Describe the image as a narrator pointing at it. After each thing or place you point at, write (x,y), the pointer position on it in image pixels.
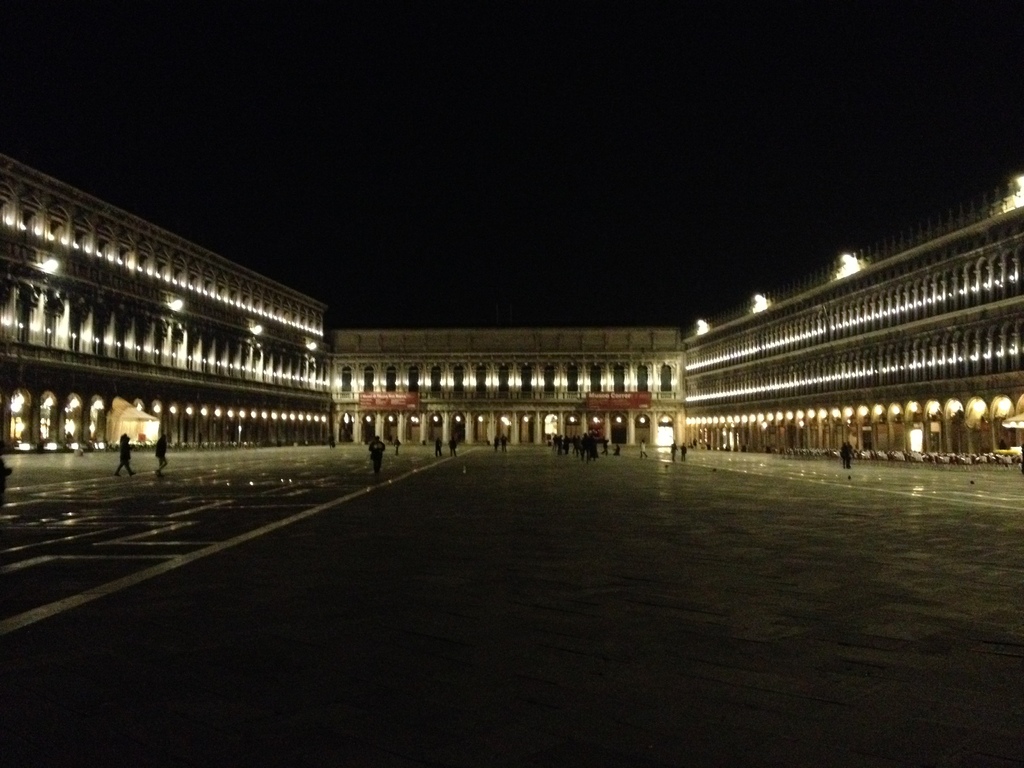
At the bottom of the picture (418,618), we see a pavement (334,540). In the middle of the picture (674,443), we see people (505,446) are walking. There are buildings (799,393) and lights (351,383) in the background (275,348). At the top of the picture (397,53), it is black in color. This picture is clicked in the dark.
